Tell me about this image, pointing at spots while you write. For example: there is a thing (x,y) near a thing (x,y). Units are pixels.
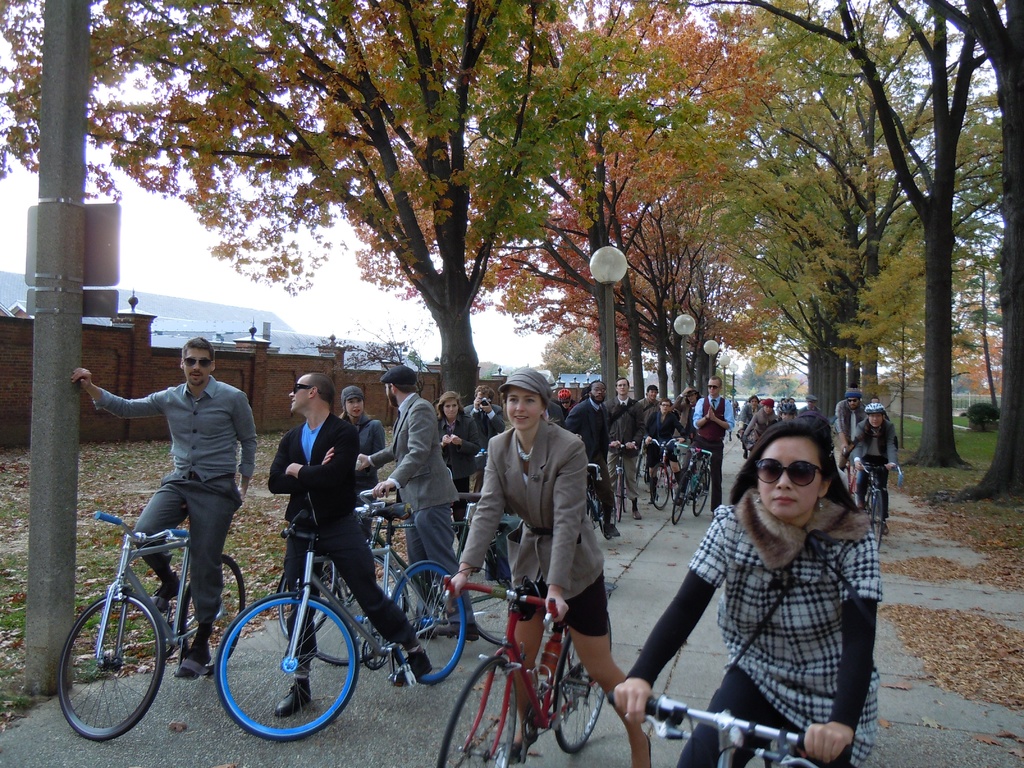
In this image, Group of people (731,601) are riding a bicycles (243,616). Some are wearing a cap (542,392), some are wearing a goggles (777,461), helmets (871,408). Here we can see a road (653,572). On right side (929,432), left side, we can found so many trees (577,239), poles (63,154), light (603,270). And on the left side (248,306), we can see building (217,309), wall (169,352) and sky (324,302).
